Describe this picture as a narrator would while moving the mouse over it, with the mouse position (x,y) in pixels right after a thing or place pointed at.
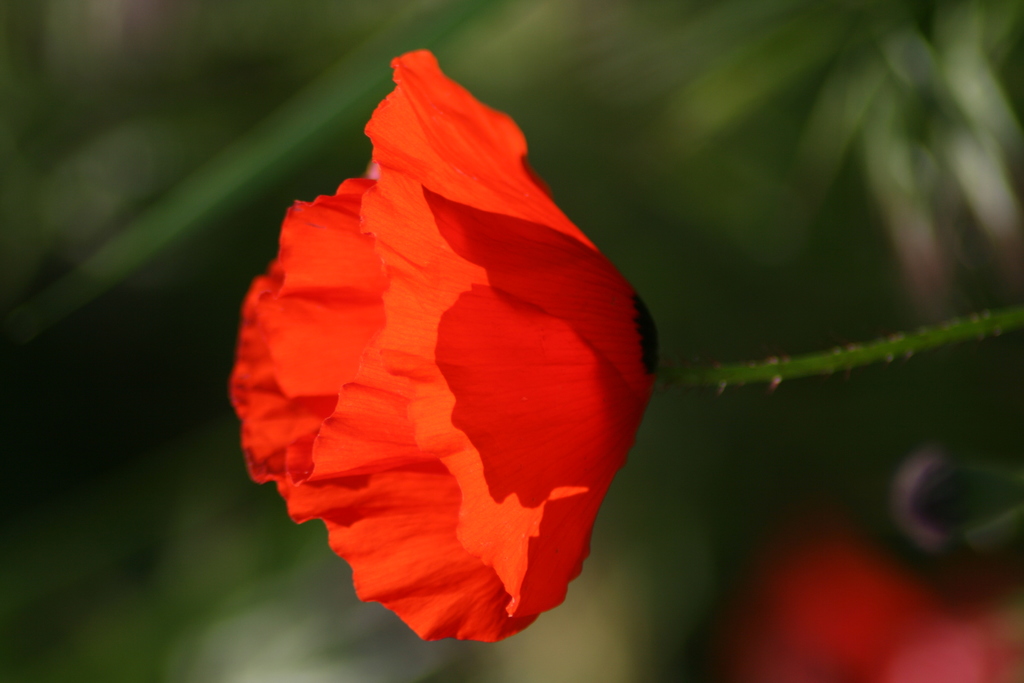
Here we can see red flower (551,269). Background (837,124) it is blur.
